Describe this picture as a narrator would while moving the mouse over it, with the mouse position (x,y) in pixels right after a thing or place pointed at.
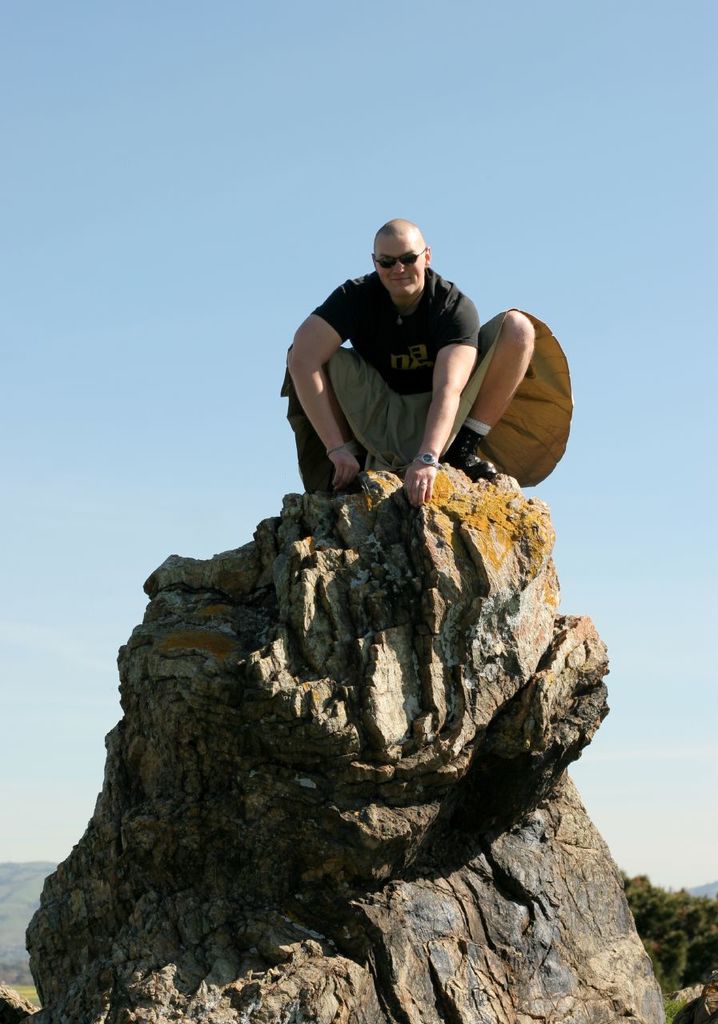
In this image we can see a person (401,320) wearing goggles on a rock (412,714). In the background (279,157) there is sky (470,198).
